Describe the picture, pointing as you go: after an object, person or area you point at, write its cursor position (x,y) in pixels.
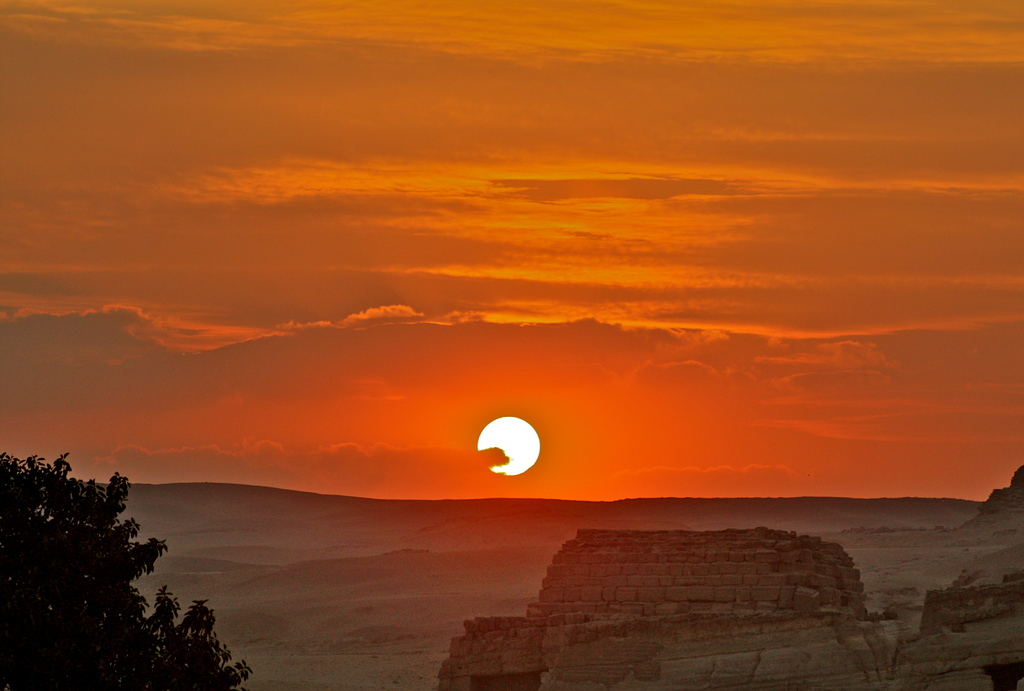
In this picture, we can see mountains (614,562), tree (5,530) in the bottom left corner (144,628), and we can see the ground (547,508), the sky (376,424) with clouds (584,336) and the sun (539,442).
